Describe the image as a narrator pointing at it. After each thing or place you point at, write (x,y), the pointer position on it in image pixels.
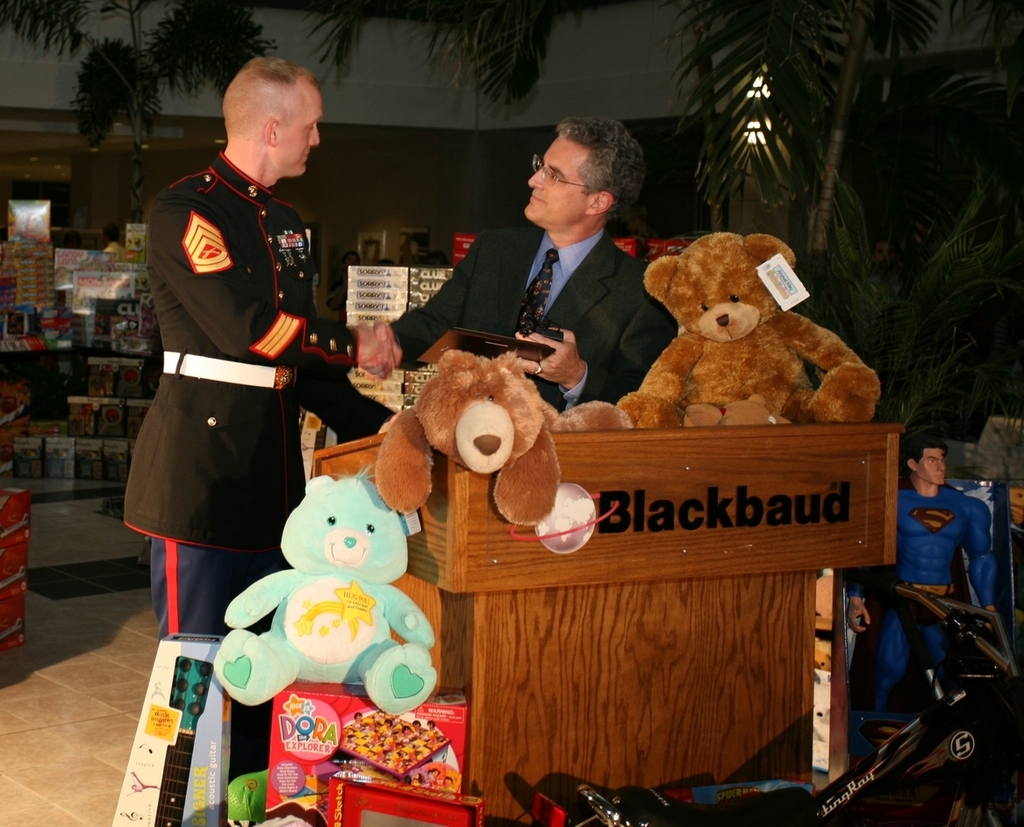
This image is taken indoors. In the background (170,149) there is a wall (332,86) and there are a few trees (805,87). There are many things (54,254) on the floor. On the right side of the image (929,483) there is a superman toy (898,652) and there is a bicycle (937,746). In the middle of the image (643,464) there is a podium (615,609) and there are a few teddy bears (518,482) and boxes (221,769). Two men (251,730) are standing on the floor (105,496).
